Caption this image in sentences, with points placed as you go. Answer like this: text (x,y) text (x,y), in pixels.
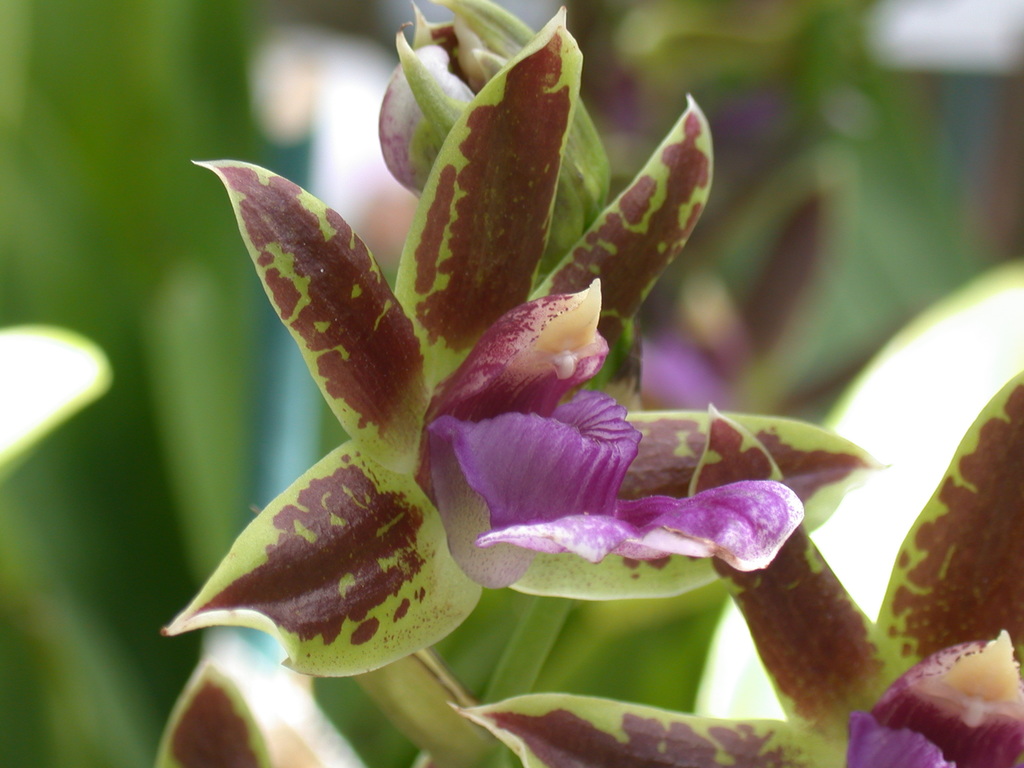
This picture contains flowers (496,438) which are in green and purple color. In the background (241,346), it is green in color and it is blurred in the background (801,375).
